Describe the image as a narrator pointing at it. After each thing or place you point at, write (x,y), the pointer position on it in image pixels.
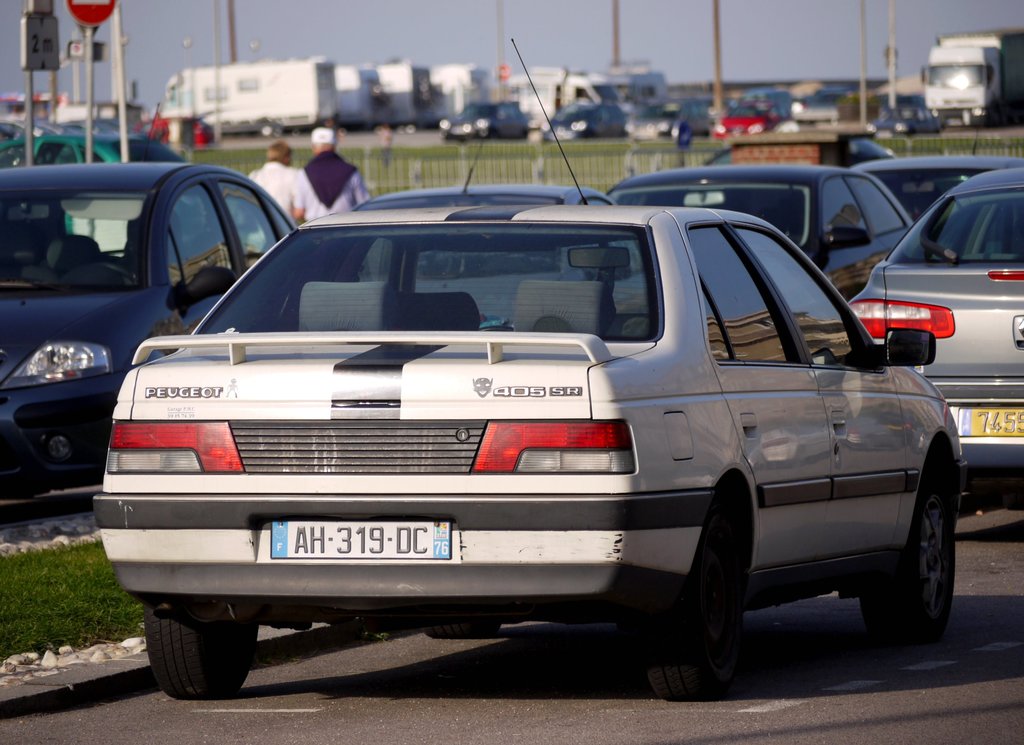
In this picture we can see cars (23,416) on the road (355,134), grass (59,590), fence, poles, signboard (25,41) and two people (324,133) and in the background (165,115) we can see vehicles (948,80), sky (778,76).
